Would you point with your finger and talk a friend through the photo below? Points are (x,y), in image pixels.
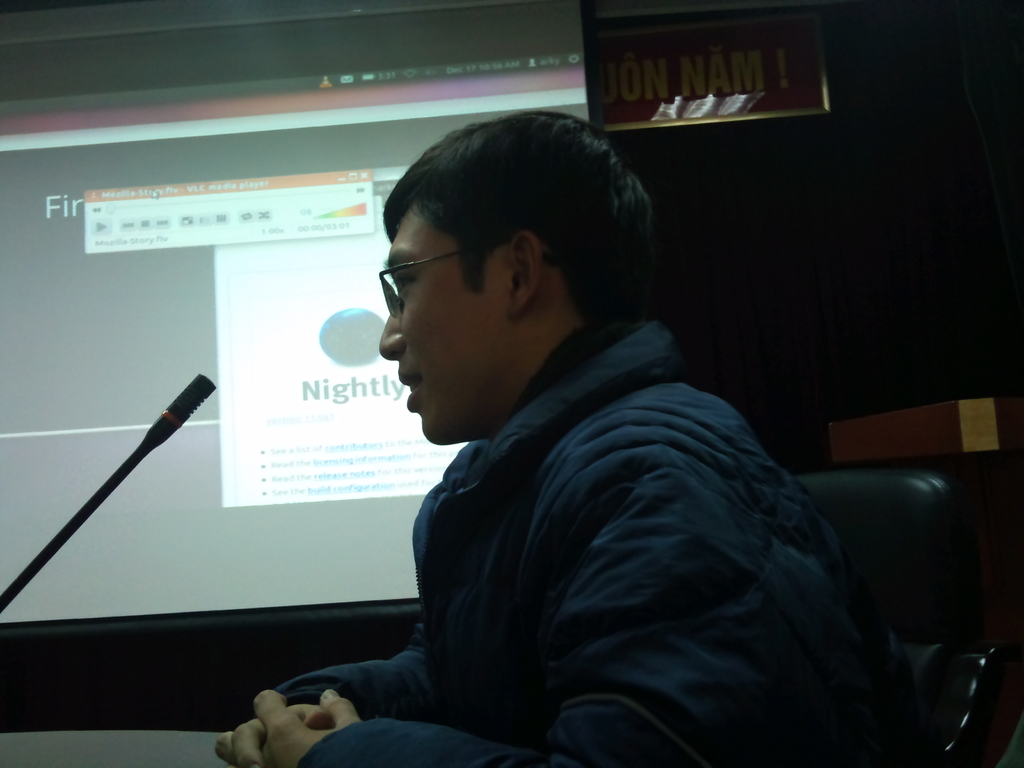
In this image, there is a person (605,375) wearing clothes (518,568) and sitting on the chair (925,570) in front of the mic (165,419). There is a screen (102,373) on the left side of the image (42,362).
